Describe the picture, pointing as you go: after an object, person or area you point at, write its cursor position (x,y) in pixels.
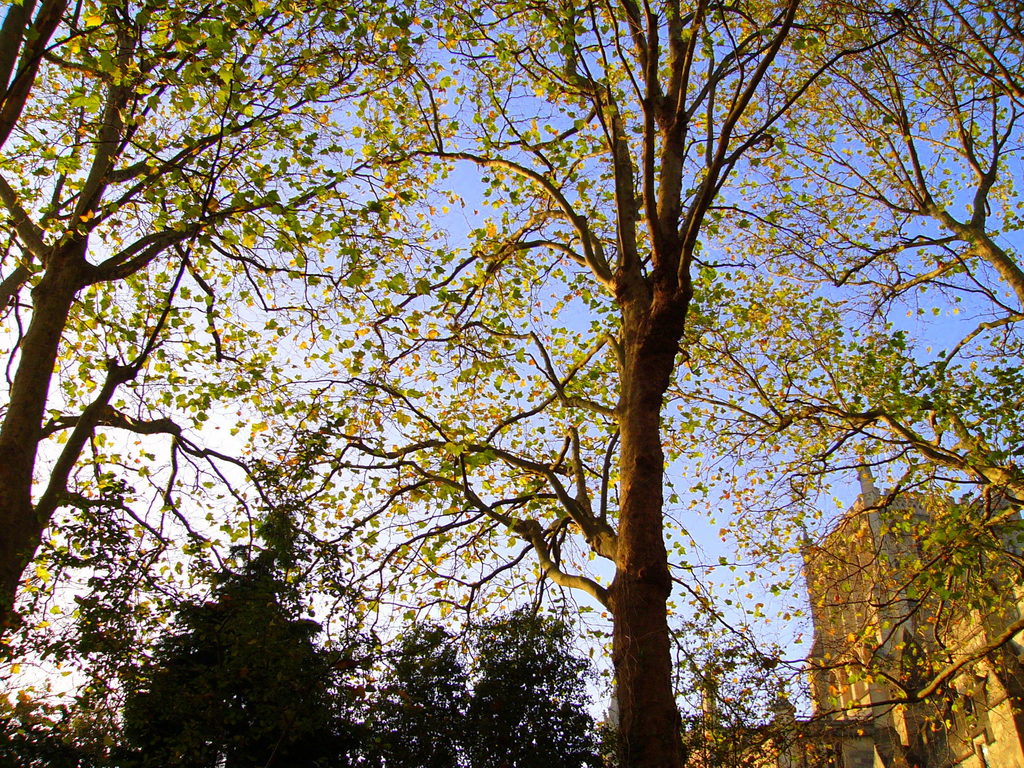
In this picture we can see few trees (785,326) from left to right. There is a building (785,738) on the right side (1014,728).
